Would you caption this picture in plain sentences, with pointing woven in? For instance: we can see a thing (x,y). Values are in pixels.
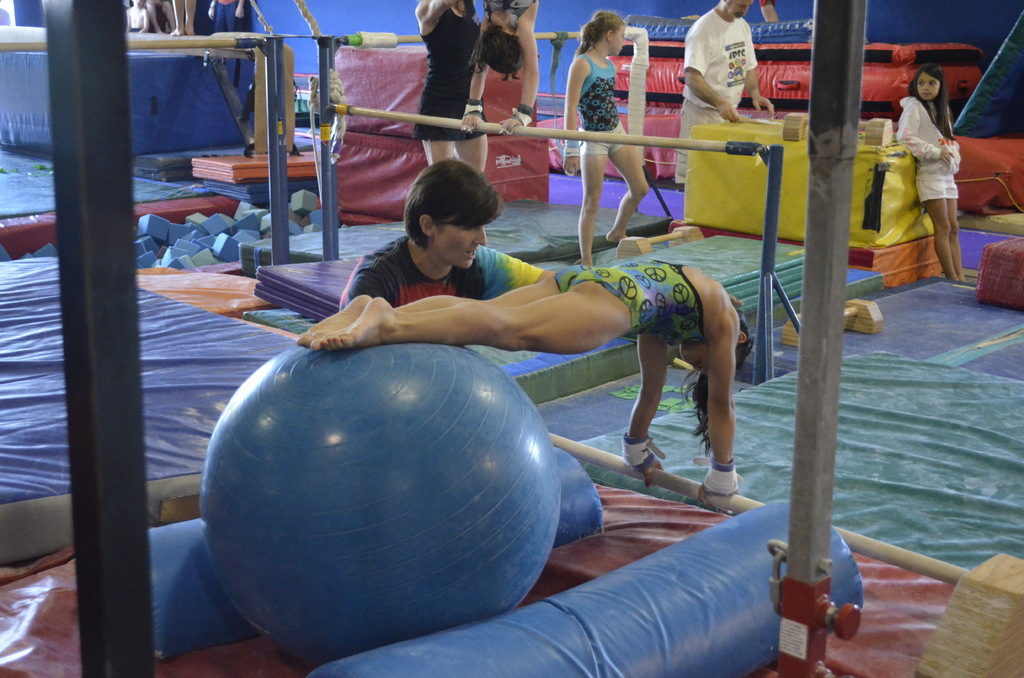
In this image I can see few people (523,304) doing some exercises and few people (446,204) are training them. Here I can see some equipment (103,287) which is used for exercise. At the bottom (456,510) there is a blue color ball (325,479).
